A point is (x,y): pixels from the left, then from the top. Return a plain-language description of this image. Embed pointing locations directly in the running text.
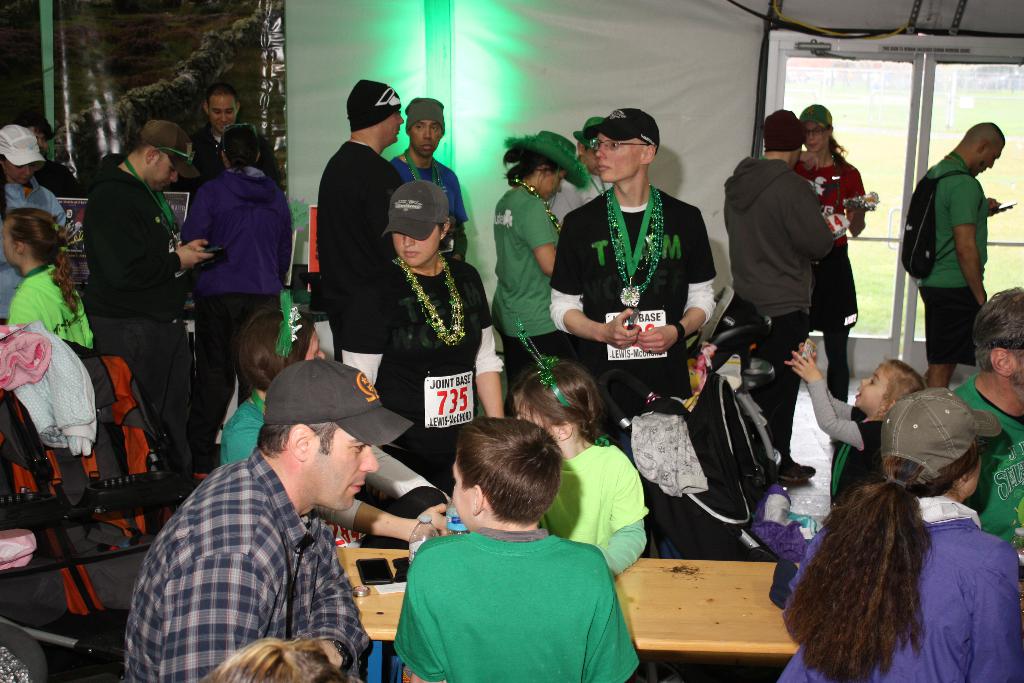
In this image I can see number of people (178,150) where most of them are wearing caps (404,229). I can also see a table (701,639) and few clothes (67,349).
